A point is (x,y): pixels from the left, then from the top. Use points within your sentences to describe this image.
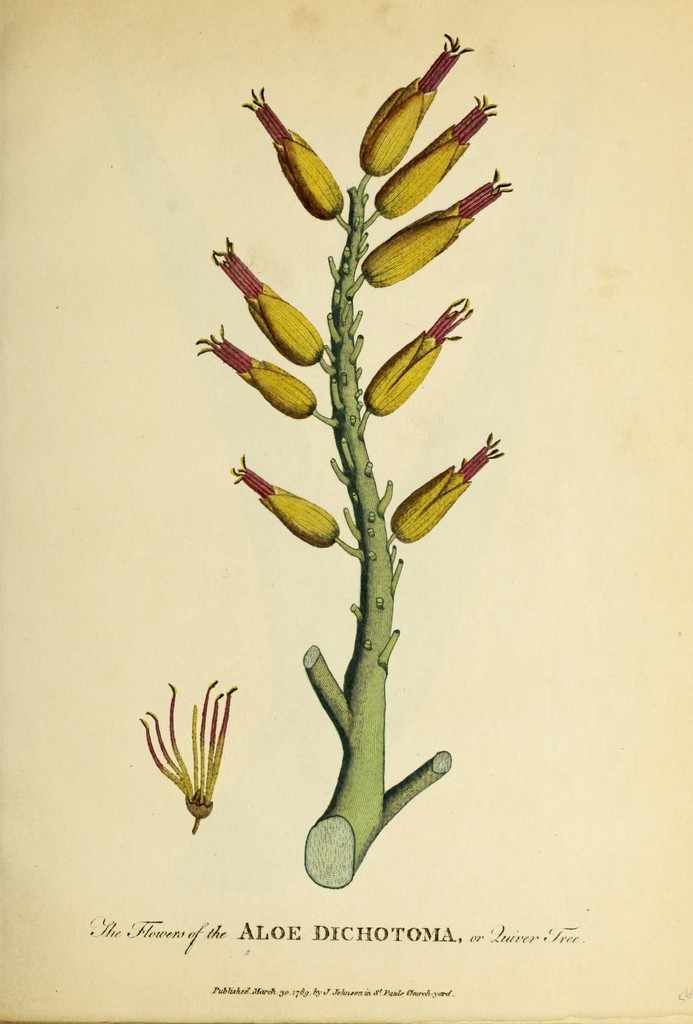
In this image we can see the picture (442,764) of a plant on a paper (515,724) and some text (431,931) on it.
